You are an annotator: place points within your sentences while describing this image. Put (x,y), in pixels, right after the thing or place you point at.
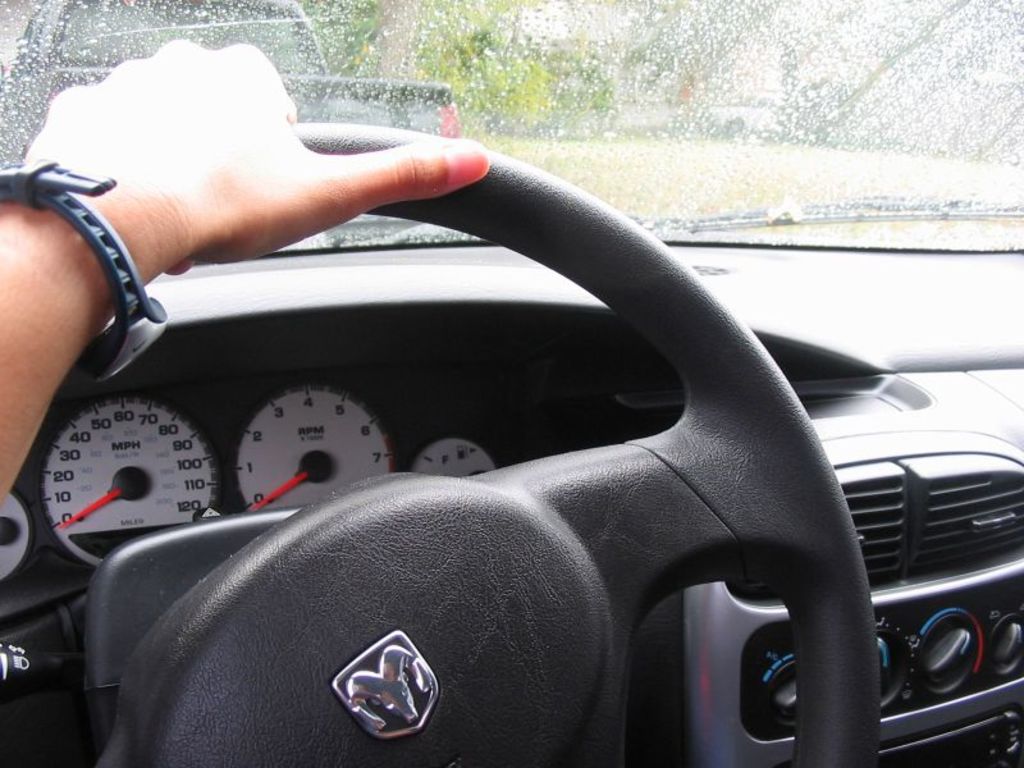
In the picture I can see a person (195,184) placed his hands (112,189) on a steering (312,507) in front of him and there are some other objects (517,396) beside him and there are few other vehicles (297,65) in the background (323,64).
